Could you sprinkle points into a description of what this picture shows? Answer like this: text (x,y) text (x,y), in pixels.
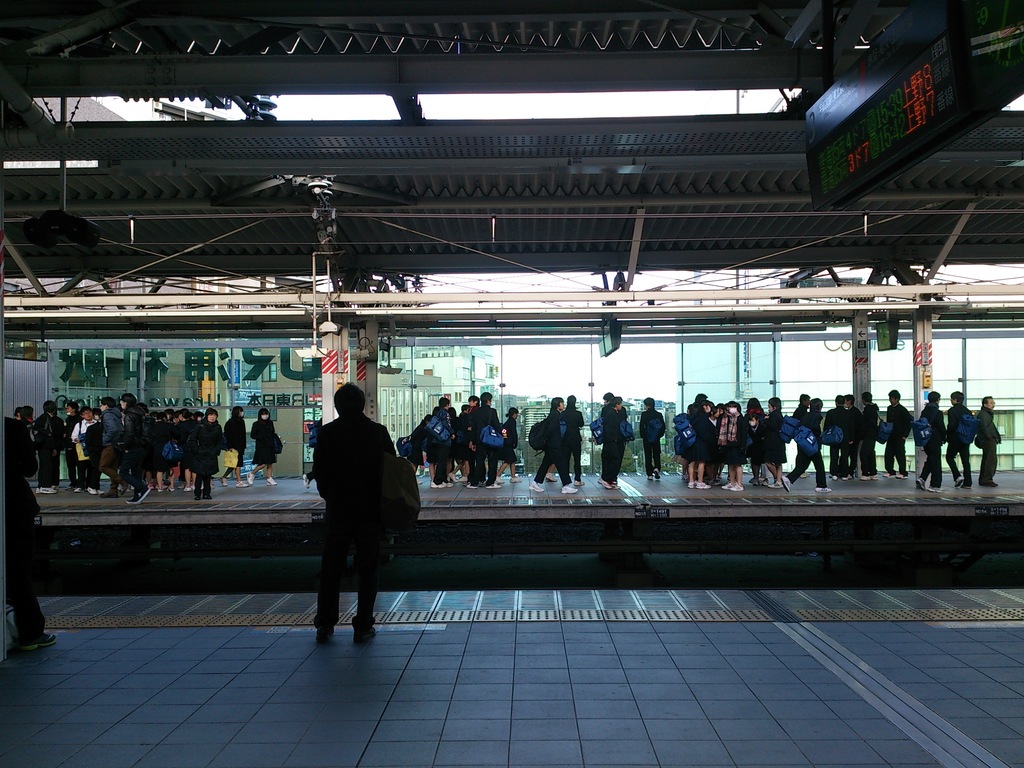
In the image I can see people (326,455) and bags (540,434). In the background (458,385), I can see a building (432,365). On the right side of the image (837,131) I can see some written text board (879,141).
